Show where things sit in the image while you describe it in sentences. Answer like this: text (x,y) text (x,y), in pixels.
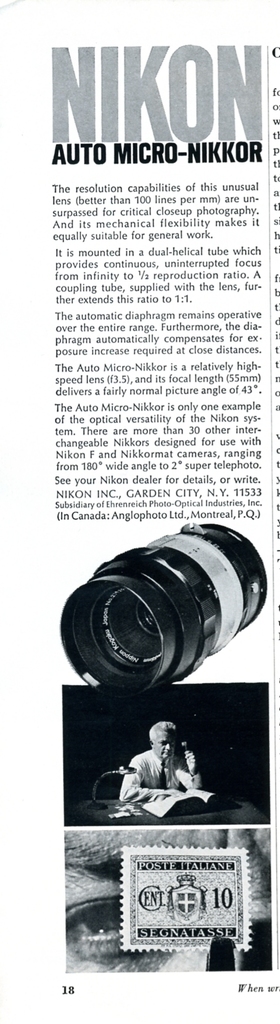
In the picture I can see photos (127,696) of people (105,844) and some other objects (126,575). I can also see something written on the image. This photos (202,596) are black and white in color.
